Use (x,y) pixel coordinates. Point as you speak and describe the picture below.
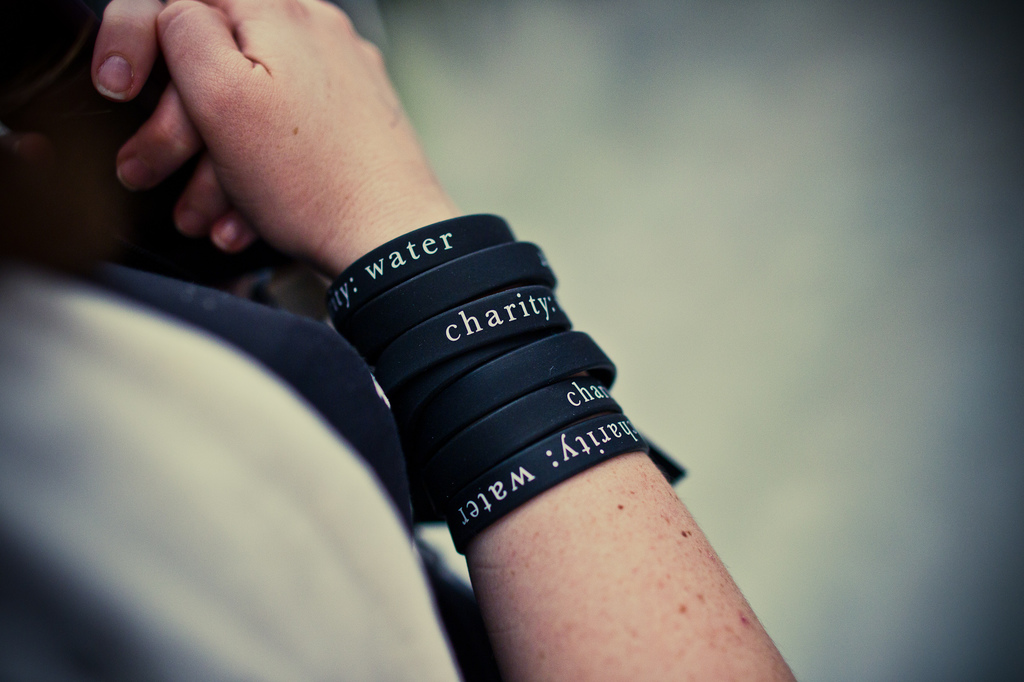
In this image, in the middle (510,404), we can see the hand (383,186) of a person (375,176) wearing black wristbands (466,296). On the left side (155,307), we can see a person (172,503). On the right side (780,310), we can see gray color.
